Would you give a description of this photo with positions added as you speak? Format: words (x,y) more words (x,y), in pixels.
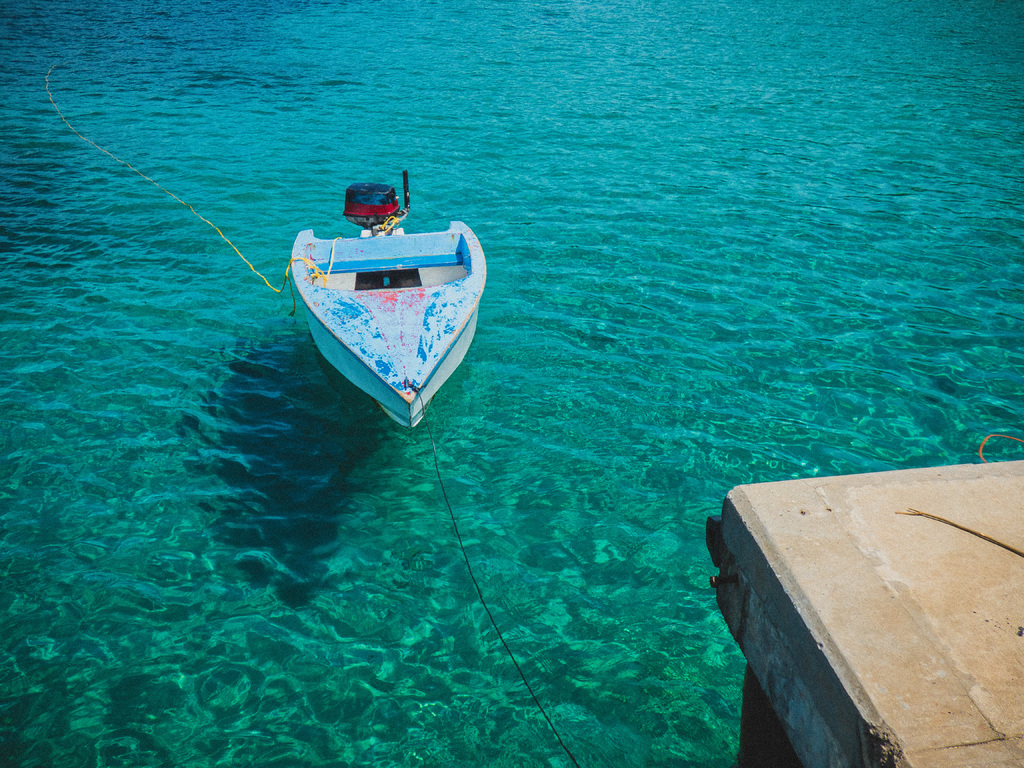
In the image there is a boat (467,326) moored on the water (482,588) and there is a dock (780,725) in the right side (730,557) and the water (233,215) is in turquoise color.
